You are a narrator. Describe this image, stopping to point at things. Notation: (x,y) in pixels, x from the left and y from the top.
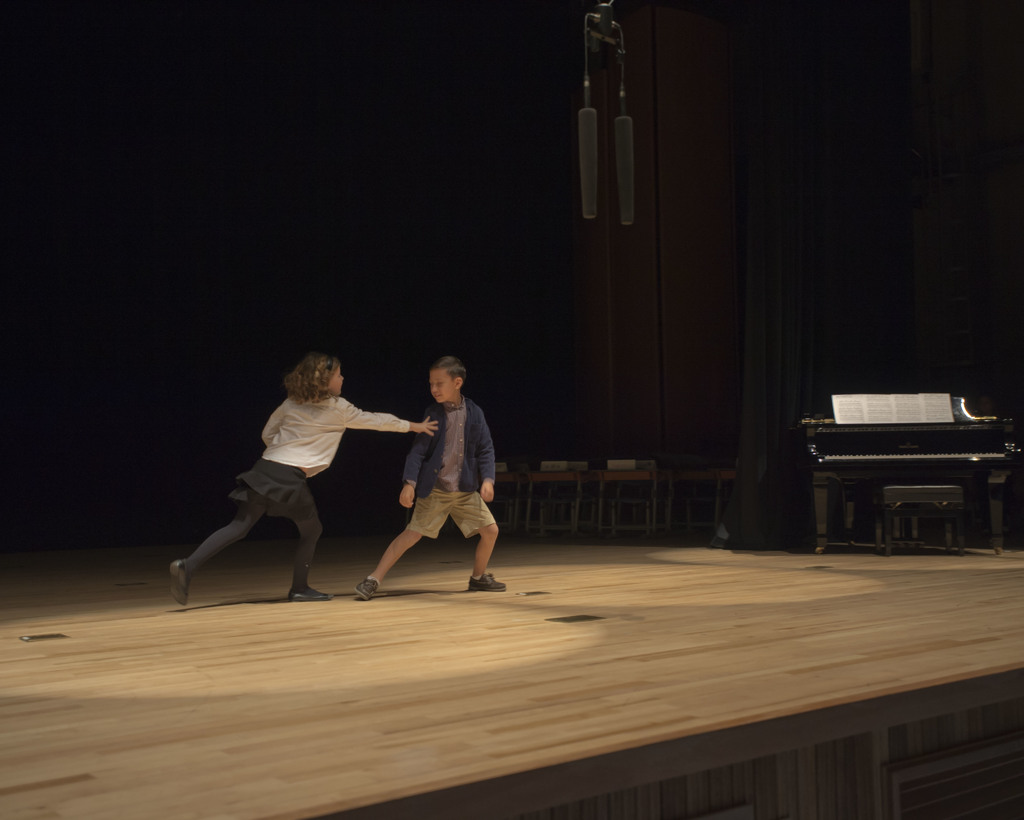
In the middle of the picture (466,516) we can see a boy (408,485) and a girl (306,514), on, looking like a stage (645,625). Towards right (1003,443) we can see chairs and piano (1000,479). In the background (462,206) it is black. At the top (587,139) we can see mics (592,133).
